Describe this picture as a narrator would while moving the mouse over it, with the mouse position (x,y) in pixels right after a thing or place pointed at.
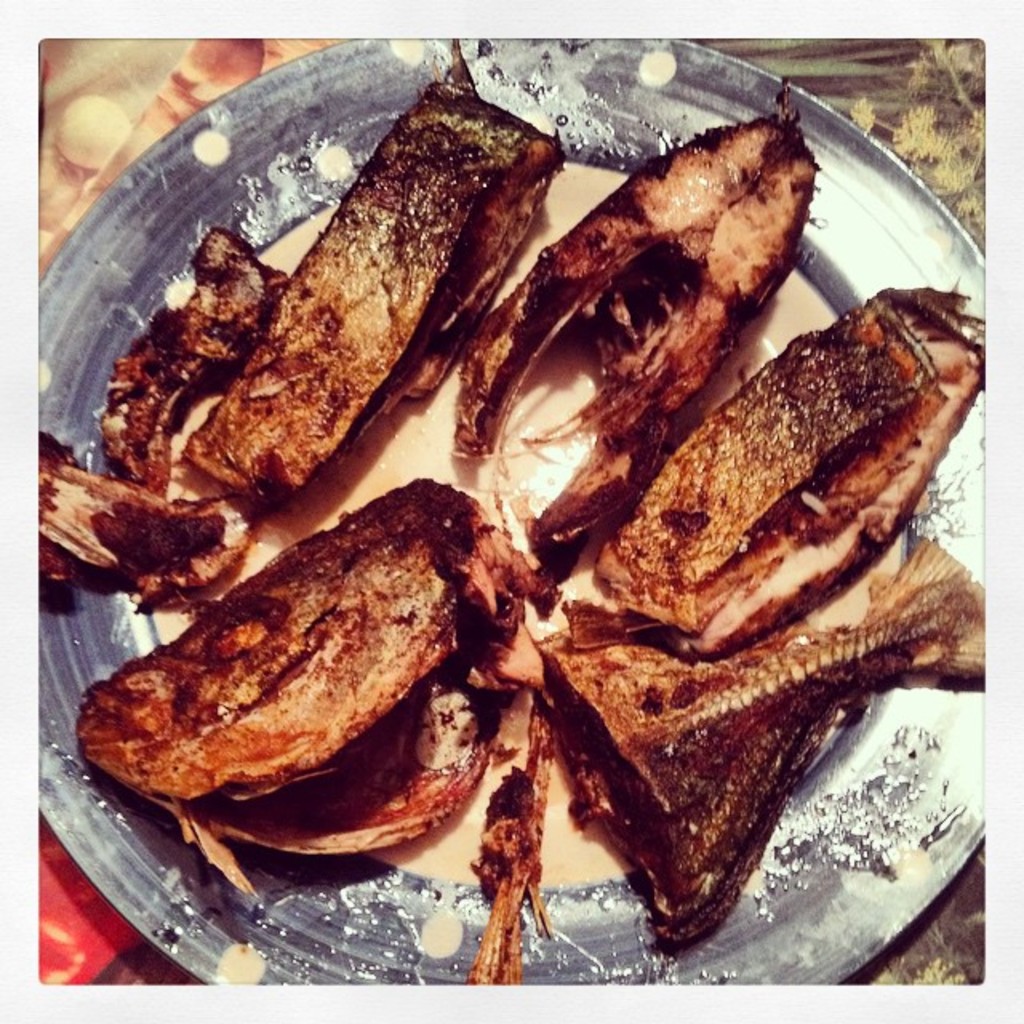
In this image we can see a plate (150,170) on a surface (178,979). On the plate (193,972) there are pieces (547,600) of fried fish (268,319).
